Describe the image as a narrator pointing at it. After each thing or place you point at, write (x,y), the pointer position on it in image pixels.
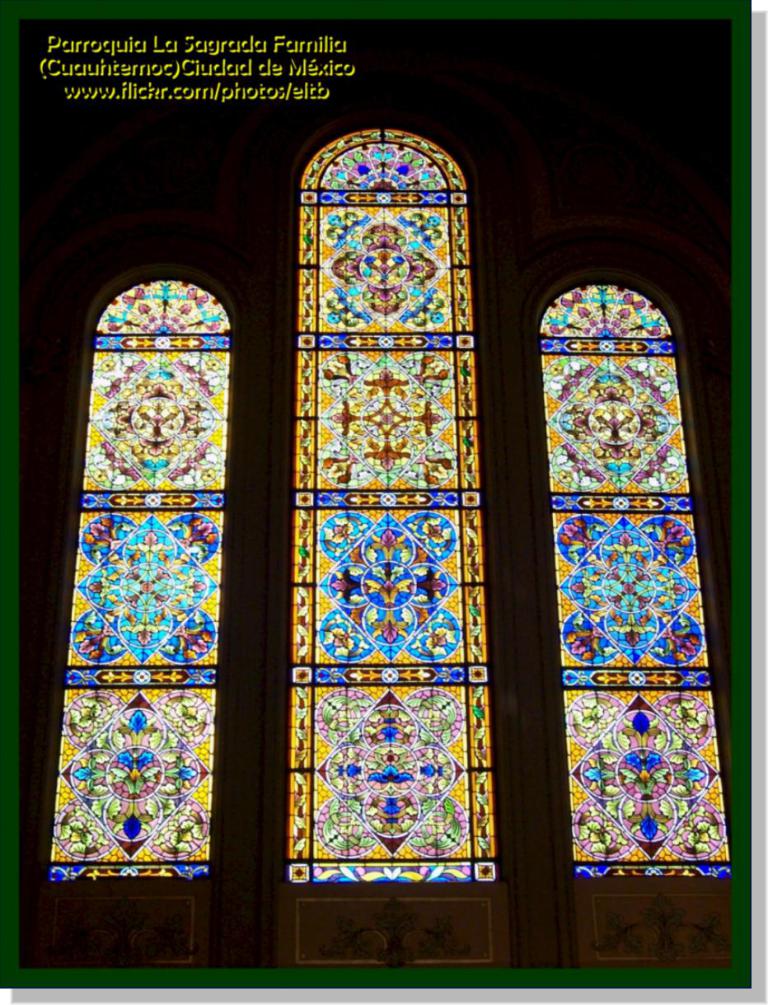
These are the 3 glass windows (391,398) which are in different colors.
